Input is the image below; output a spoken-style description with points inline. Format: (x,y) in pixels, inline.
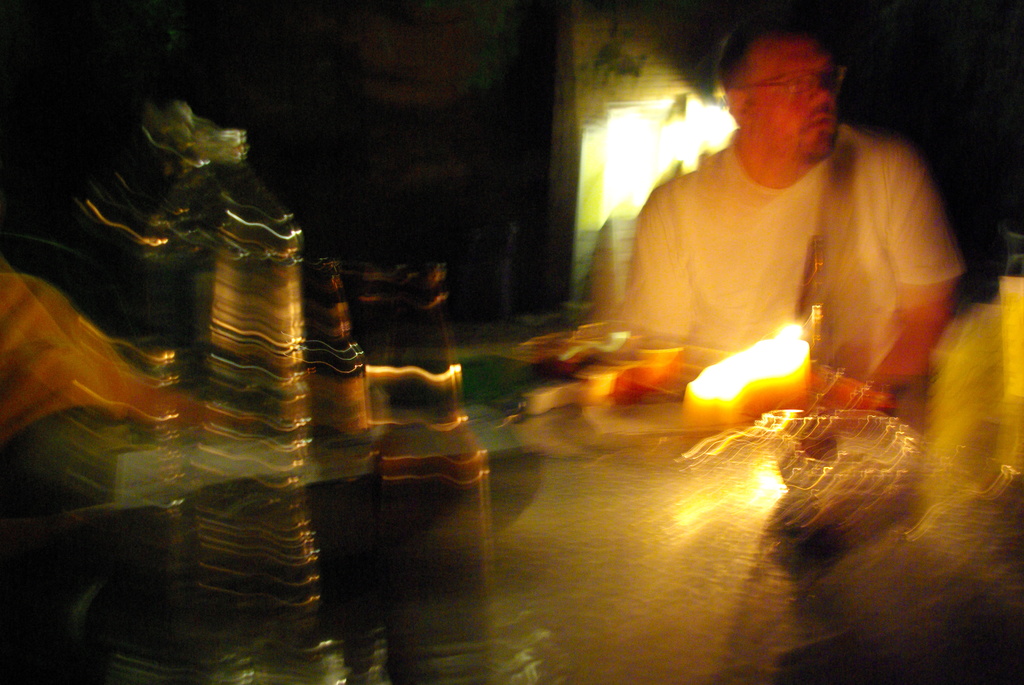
In this picture I can see a man (664,208) seated and looks like few bottles (309,313) and a bowl (646,366) on the table (488,454) and I can see light (715,368) on the table (676,400) and light (638,173) on the back (637,202).
